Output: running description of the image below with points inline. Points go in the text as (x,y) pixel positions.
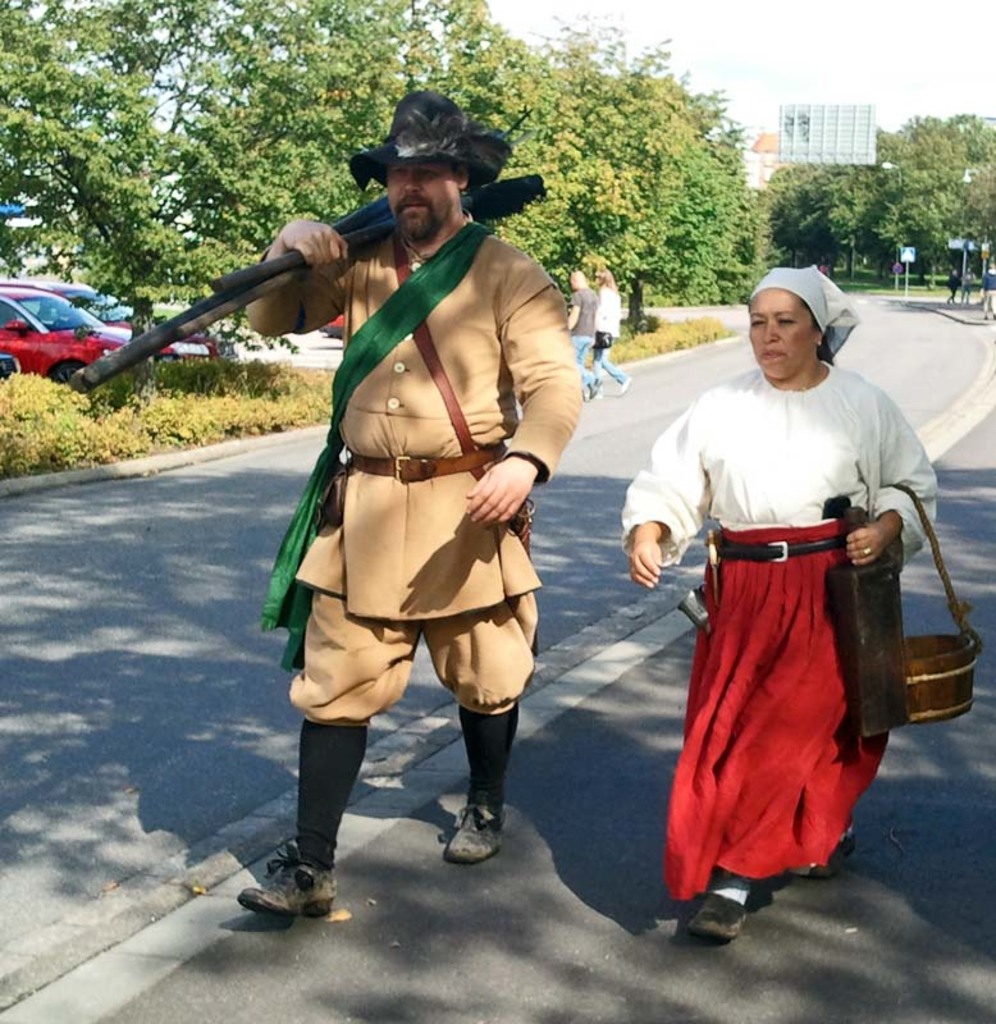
In the foreground (374,748), I can see two persons (724,649) are walking on the road (611,573) and are holding some objects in their hand (321,261). In the background (928,267), I can see vehicles (35,316) on the road (160,481), grass (270,384), trees (728,255), sign boards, group of people (988,298), buildings (761,164) and the sky (864,12). This picture might be taken on the road (424,797).
